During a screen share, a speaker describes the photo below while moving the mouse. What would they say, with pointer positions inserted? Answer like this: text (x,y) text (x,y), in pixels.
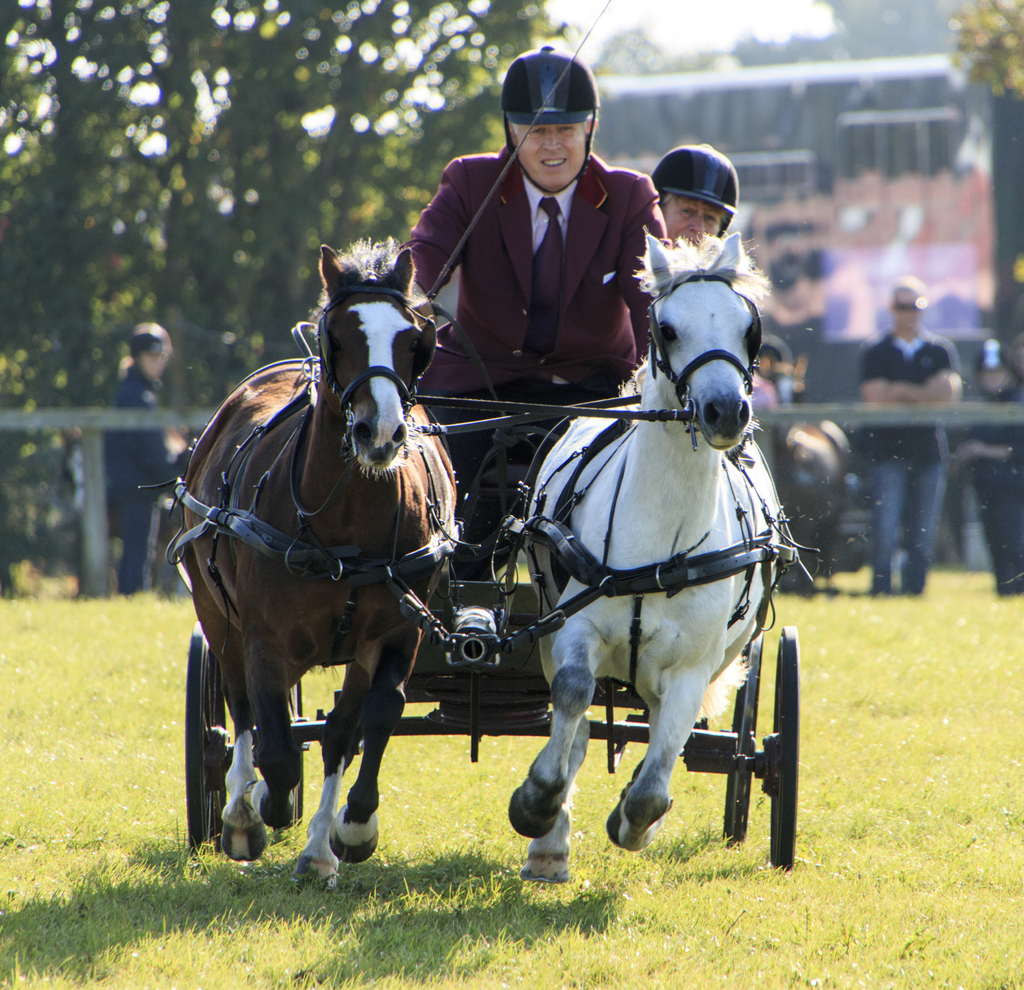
This image is clicked outside. There are two horses (386,608) and two persons (534,276) are sitting in a cart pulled by those two horses (727,295). Both of them are wearing helmets (557,106). One horse (367,454) is in brown color, other in white. There is tree (249,133) on the left side (304,233) and there is a building (886,217) on the top (830,141). There are people (921,392) who are watching them, they are standing behind horses (698,369). There is a Grass (365,898) in the bottom (486,895).
